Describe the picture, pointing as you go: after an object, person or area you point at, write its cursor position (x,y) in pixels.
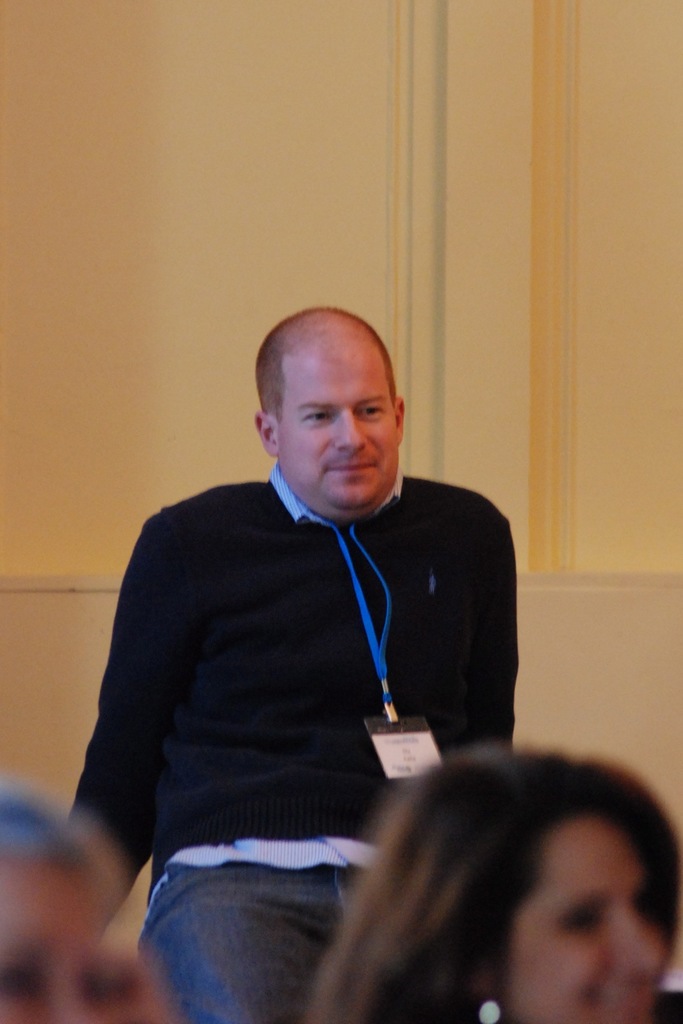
In this picture I can see a man (334,922) standing and couple of human (9,980) sitting and I can see a wall (282,196) in the background (349,267).
